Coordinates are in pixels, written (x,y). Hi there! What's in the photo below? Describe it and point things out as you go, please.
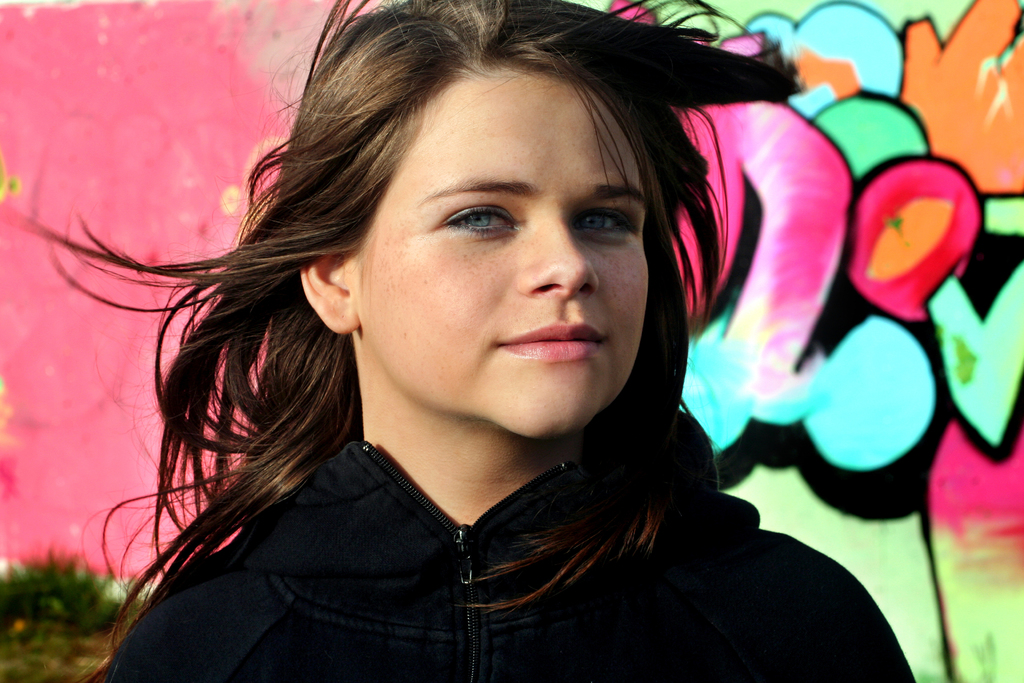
In this picture there is a girl (300,296) in the center of the image (373,361) and there is graffiti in the background area of the image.
